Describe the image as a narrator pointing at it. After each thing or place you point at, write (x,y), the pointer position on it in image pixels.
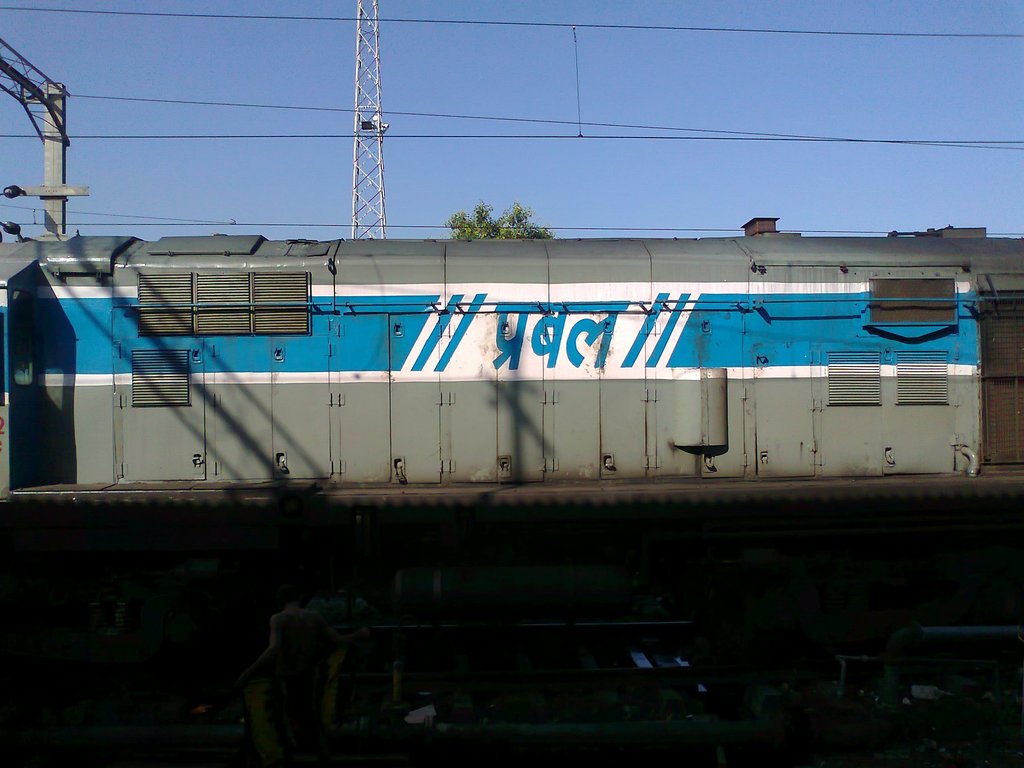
In this image I can see there is a train (579,343) moving on the track (548,637) and there is a man (297,673) standing on to left (290,684) and there is a tower (354,212) in the backdrop (356,179), there is a tree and a electric pole (74,188) with cables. There is something written on the train (404,417) and the sky (856,151) is clear.
